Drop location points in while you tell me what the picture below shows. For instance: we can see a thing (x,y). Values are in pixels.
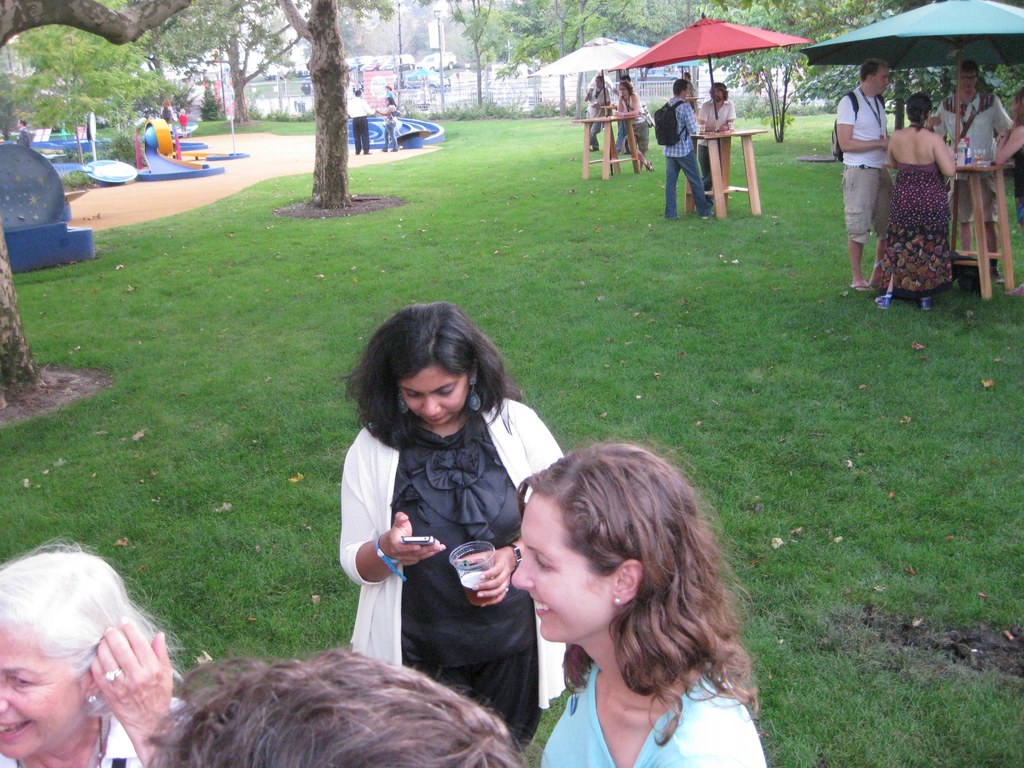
This picture is clicked outside. In the foreground (496,552) we can see the group of people (382,674) smiling and seems to be standing on the ground (597,167) and there is a woman (421,422) holding a glass (476,584) of drink (479,570) and a mobile phone (403,541) and standing on the ground (98,265) and there are many number of people (870,178) standing on the ground (1013,209) under the umbrellas (735,36) and there are some items (610,112) placed on the top of the tables (726,138). In the background (321,58) we can see the buildings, trees (396,34), group of people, rides (125,173) and the green grass (349,262) and some other objects (374,96).
